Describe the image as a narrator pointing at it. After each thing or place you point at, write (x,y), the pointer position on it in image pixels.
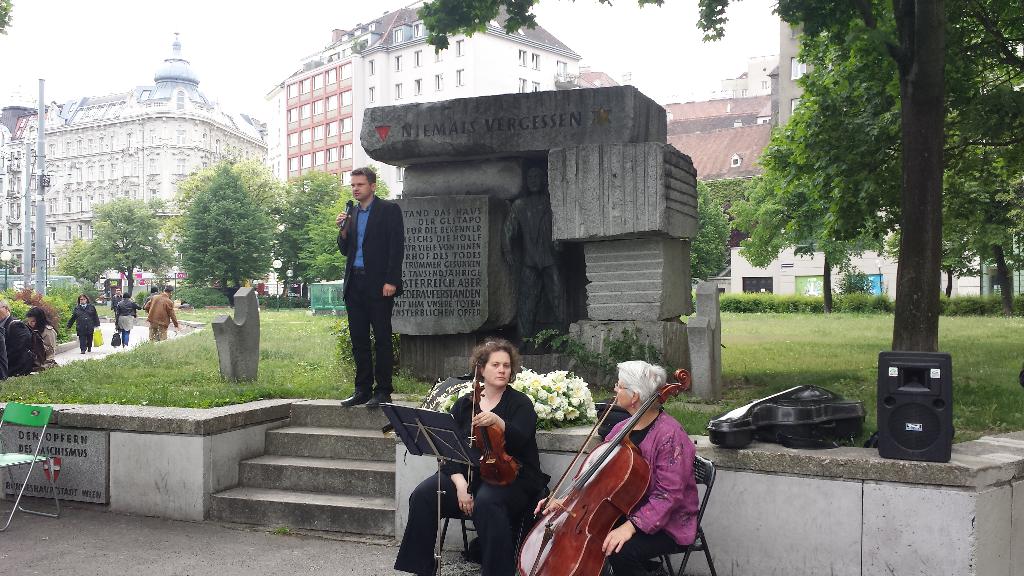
As we can see in the image, there are few people (155,323). On the left side (155,336) there are three people (118,323) walking on road (101,350). In the background (236,145) there are buildings (799,49). On the right side (884,93) there is a tree (888,197) and the women (637,545) who are sitting in the front (576,499) are holding violin (499,443) and cello (594,494) in their hands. Behind them there is a flower (559,394).
